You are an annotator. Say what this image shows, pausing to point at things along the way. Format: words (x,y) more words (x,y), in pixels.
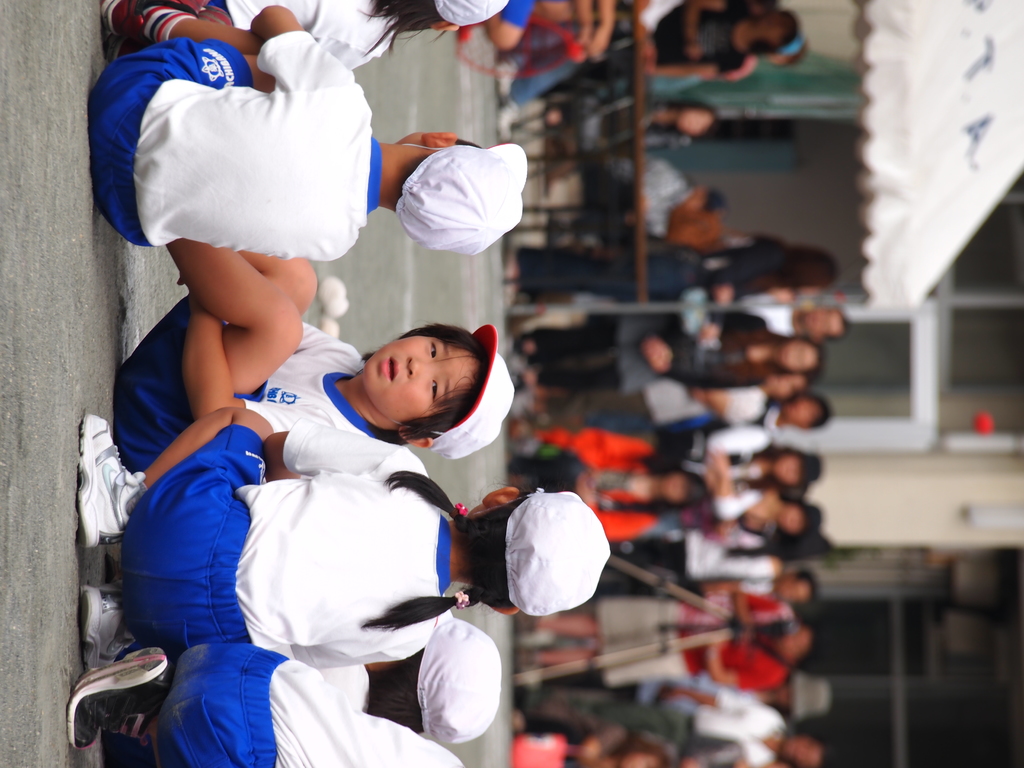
In the foreground of this image (364,452), there are kids (359,682) sitting on the road (81,309). In the background (712,229), there are people (750,491) standing on the road (86,290), a tripod stand (694,602), a tent (899,49) at the top (936,43) and the glass walls (926,601) of a building (919,538) on the right (934,483).
